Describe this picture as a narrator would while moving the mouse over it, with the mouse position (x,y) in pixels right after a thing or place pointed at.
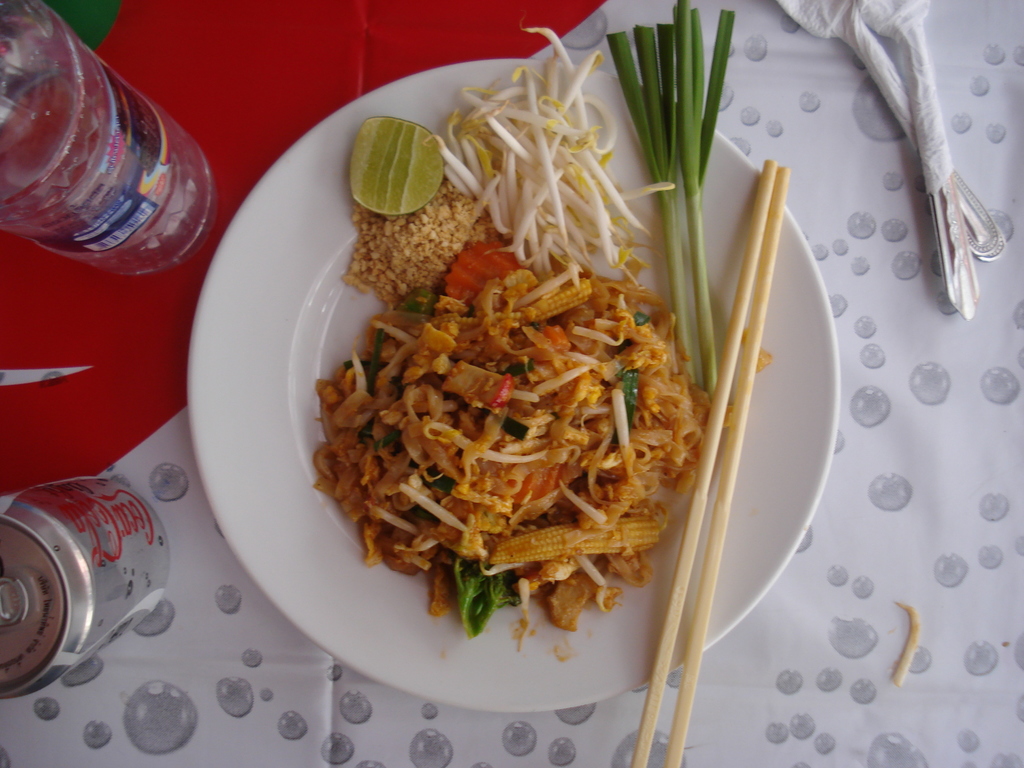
In this image I can see food (433,206) and chopsticks (742,321) in a plate (783,437). I can also see a water bottle (167,262), a can (77,518) and few spoons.
